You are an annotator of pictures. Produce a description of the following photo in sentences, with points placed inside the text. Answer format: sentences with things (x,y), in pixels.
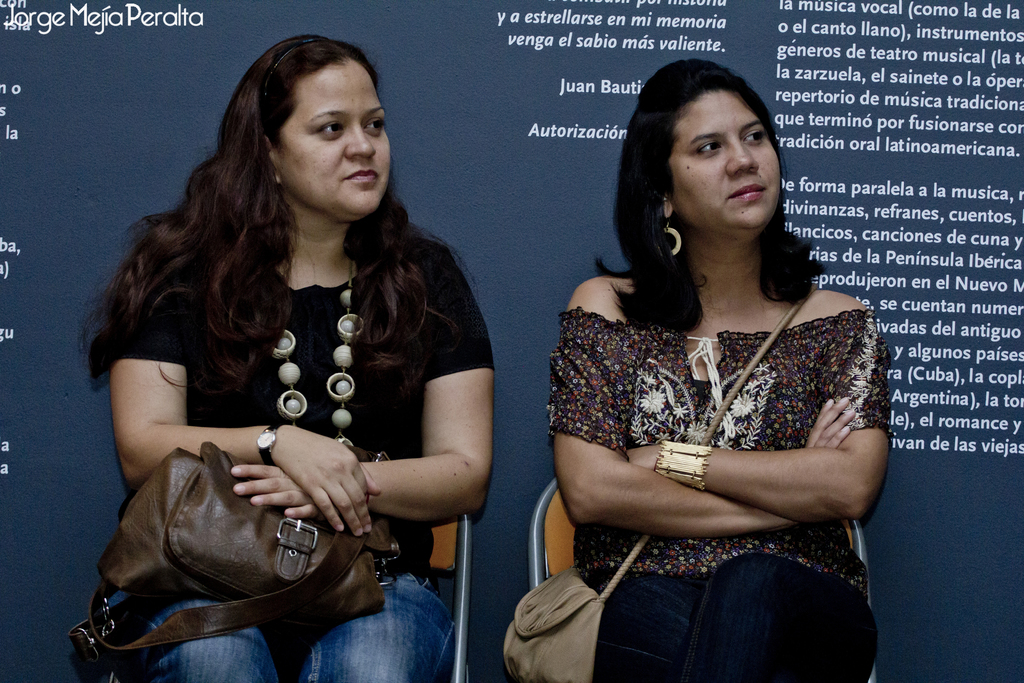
In the foreground of the picture (644,320) there are two women (442,416) sitting in chairs (555,549). In the background (518,122) there is a banner (512,118). On the banner (158,58) there is text (850,73).
